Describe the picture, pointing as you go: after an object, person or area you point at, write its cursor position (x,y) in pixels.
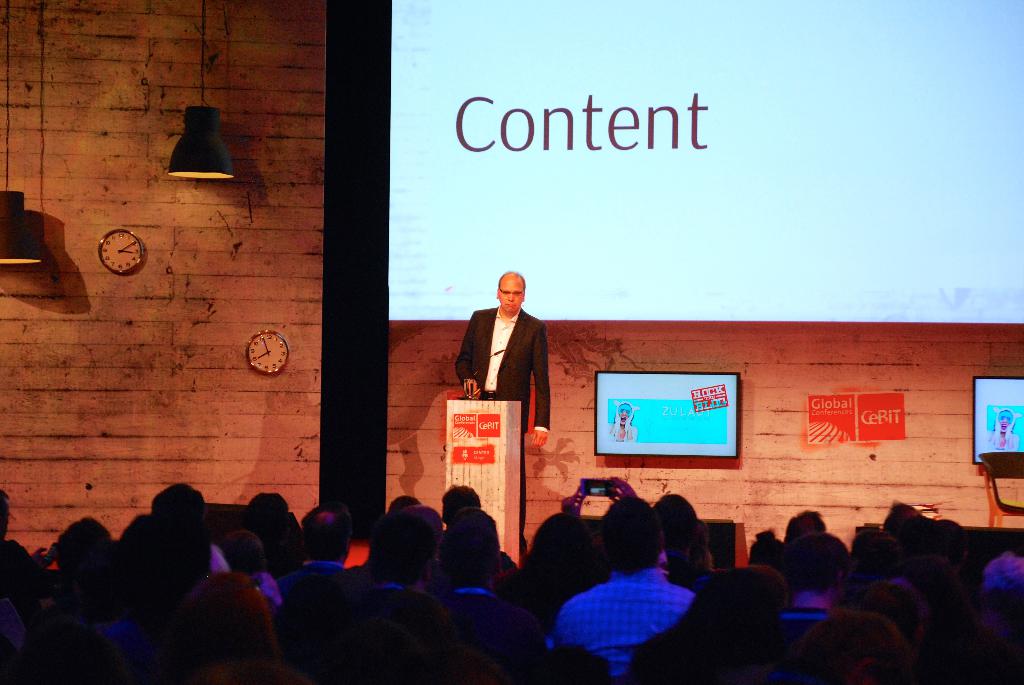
In the picture we can see many people (751,608) are sitting on the chairs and front of them, we can see a man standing near the desk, he is in a blazer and behind him we can see a wall (122,37) with a screen (959,253) with a name content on it, under the screen (866,306) we can see two LCD screens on the wall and inside the wall (119,327) we can see two clocks (132,255) and two lights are hung near it.
